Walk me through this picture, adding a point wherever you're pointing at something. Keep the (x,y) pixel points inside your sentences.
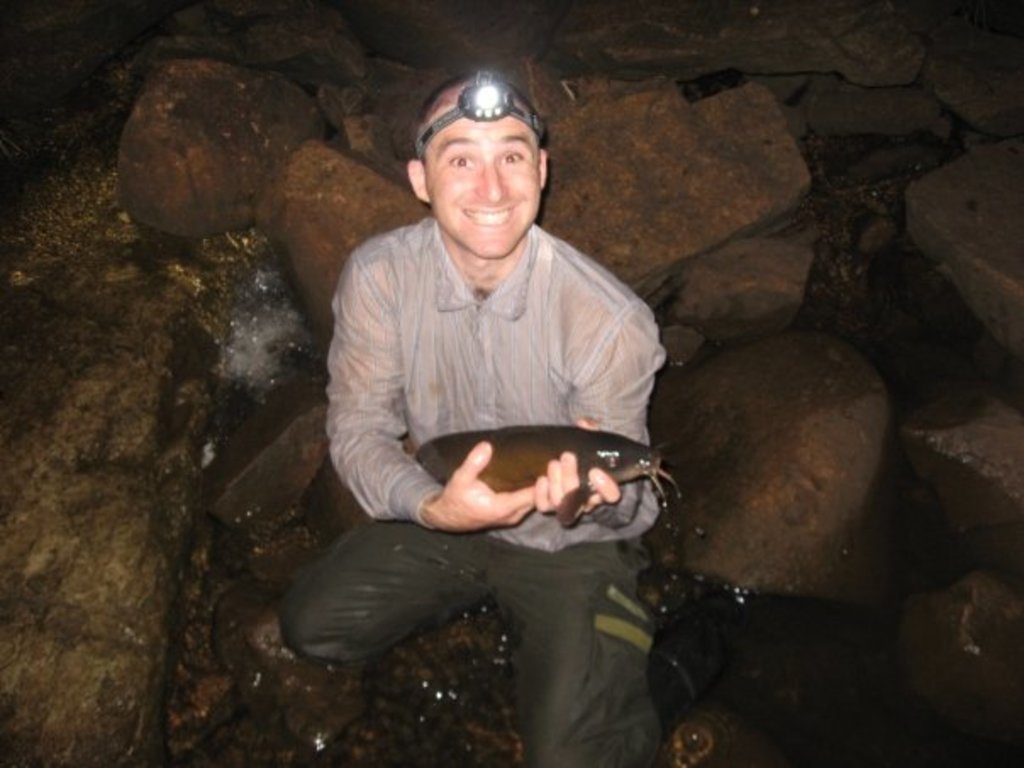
In this image I can see the person (558,263) is holding something and wearing led-headlight (534,115). I can see few rocks (889,78) and water (844,718).
